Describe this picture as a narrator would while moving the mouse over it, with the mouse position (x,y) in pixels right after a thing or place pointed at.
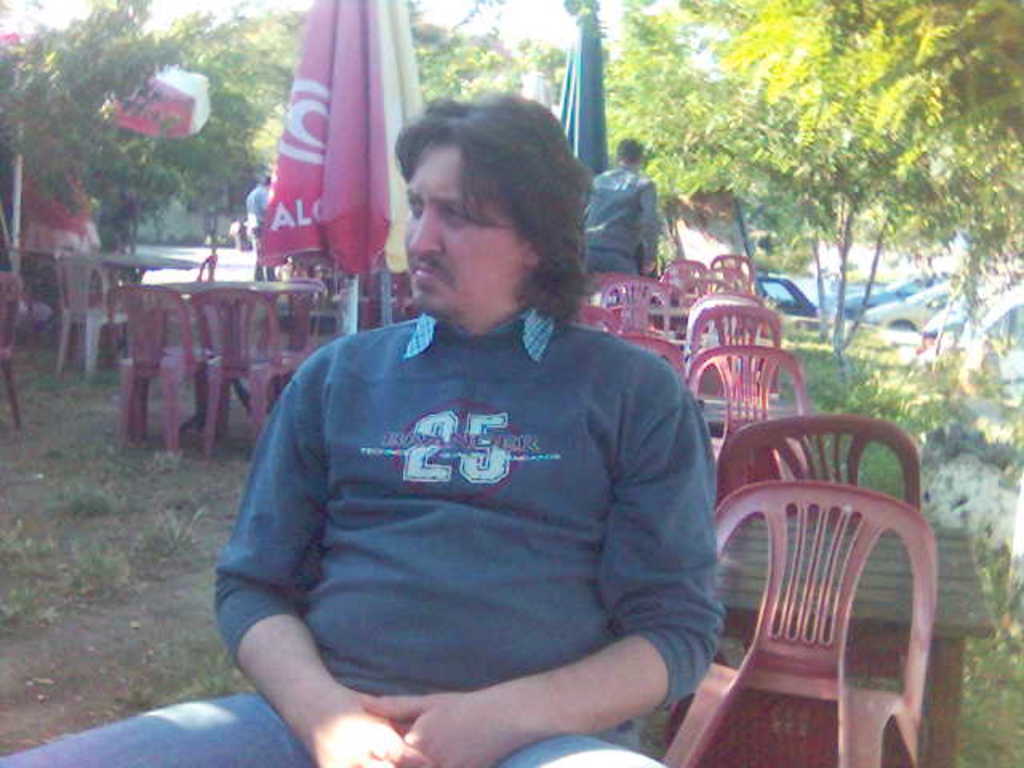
In the middle of the image (669,480) a man (489,766) is sitting. Behind him there are some chairs (209,415) and tables (148,260) and umbrellas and there is grass (924,405). In the middle of the image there are some trees (746,101) and vehicles (1021,342).
